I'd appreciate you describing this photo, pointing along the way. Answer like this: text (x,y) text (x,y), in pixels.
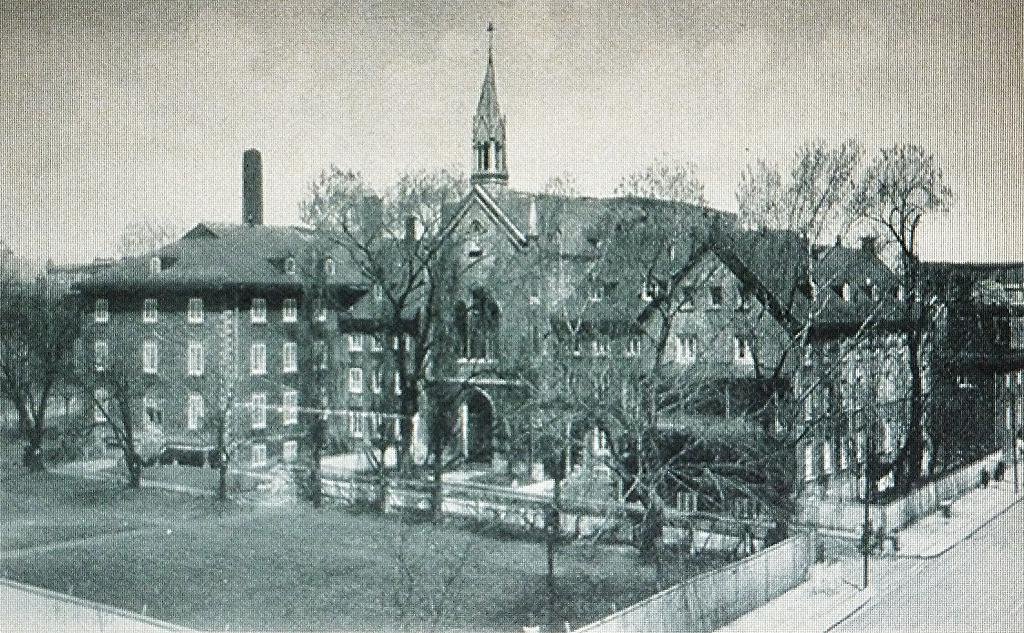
The picture is clicked outside. In the foreground (381,567) we can see the grass (226,536), trees (912,485) and some other objects (998,475). In the center (380,259) we can see the buildings (365,282) and a spire (487,104). In the background (256,71) we can see the sky (731,32).
